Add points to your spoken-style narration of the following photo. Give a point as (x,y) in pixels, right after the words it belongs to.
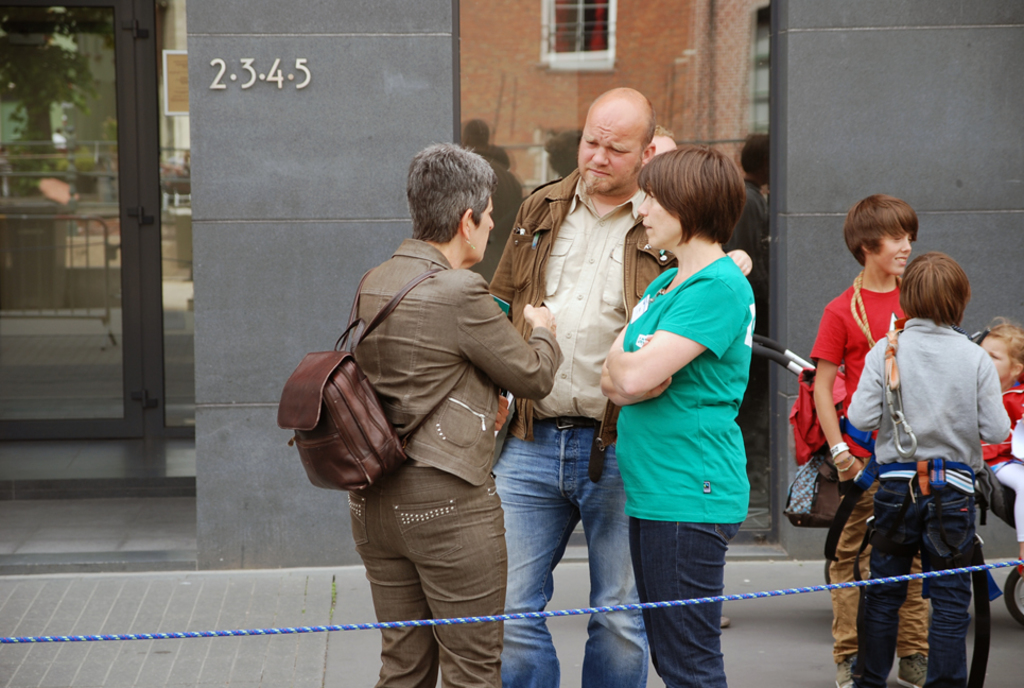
In this image there are group of people (560,371) standing, rope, and in the background (1016,106) there is a building (556,132), there is a reflection (556,132) of trees (108,11) and iron grills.
